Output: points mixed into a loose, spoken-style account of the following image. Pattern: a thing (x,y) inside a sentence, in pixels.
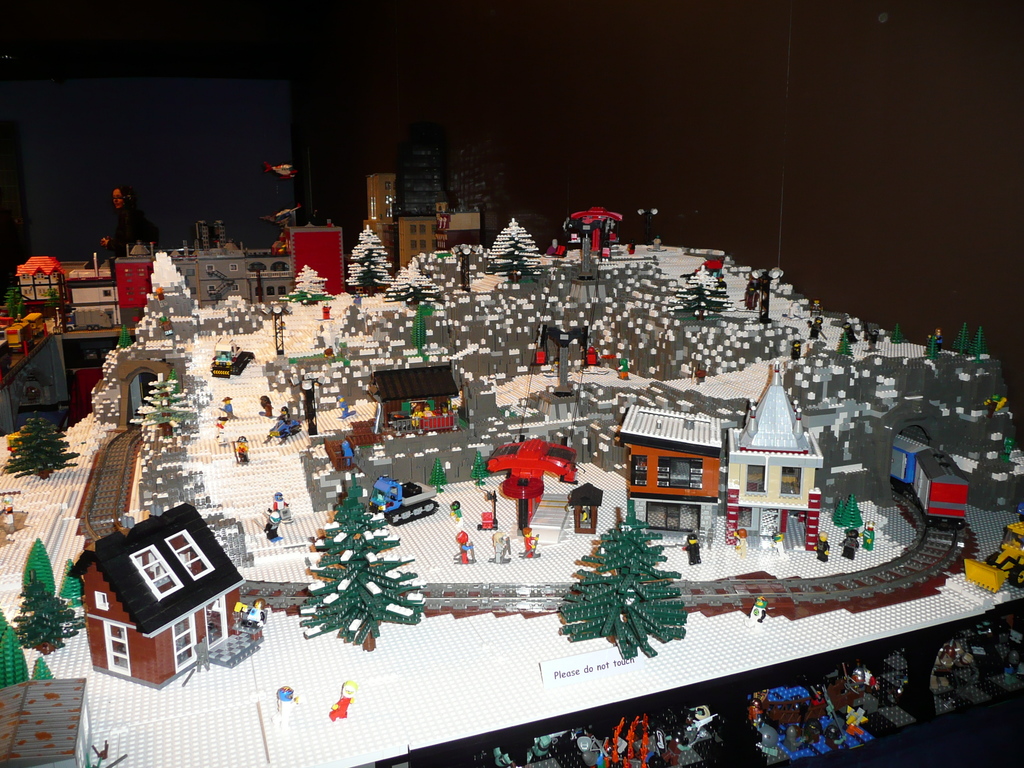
In this image there are houses (757,471) and trees (395,599). There are Xmas trees (638,609). There is a railway track (880,583). There is a train (919,495). On the right side (1021,555), there is a machine (997,553). There are mannequins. There are buildings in the background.
